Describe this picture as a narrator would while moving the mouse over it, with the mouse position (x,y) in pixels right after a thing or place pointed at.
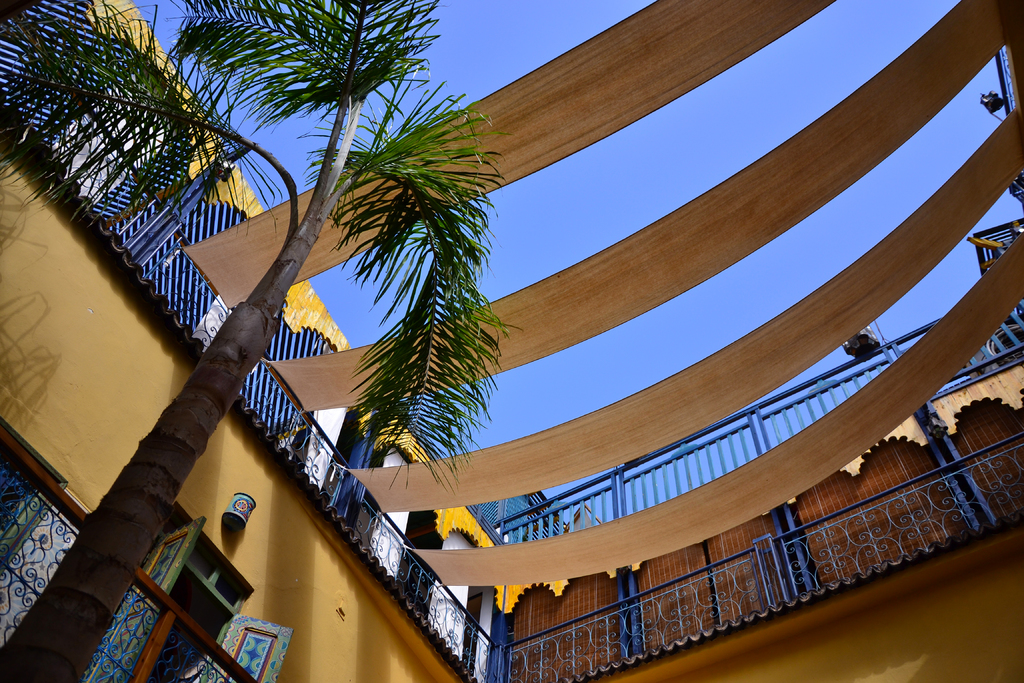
As we can see in the image there are buildings (82,421), fence (366,515), tree (108,575) and sky (676,158).
